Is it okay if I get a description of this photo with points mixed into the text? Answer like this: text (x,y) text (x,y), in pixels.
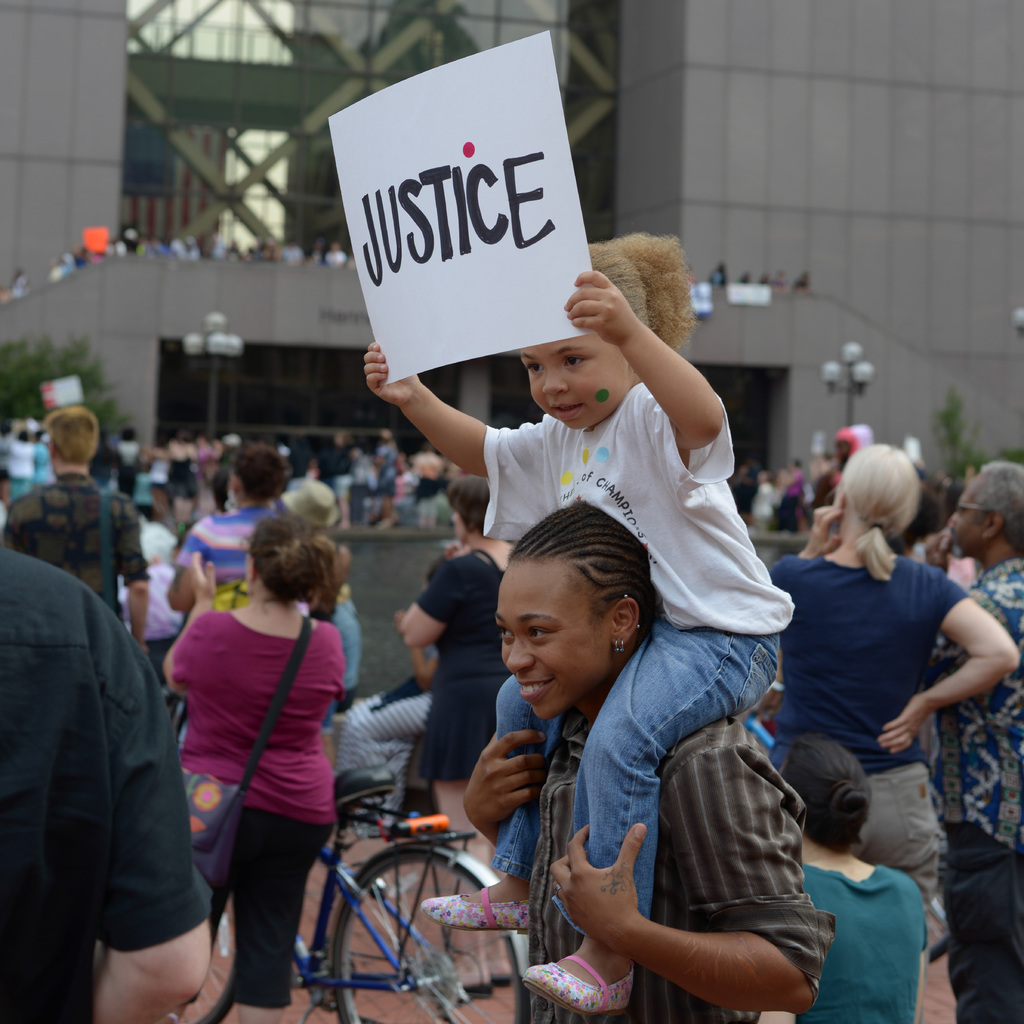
In this picture we can see a group of people (968,617), bicycle (468,856), bottle (423,816), bag (210,828) and a girl (705,591) holding a poster (506,210). In the background (187,358) we can see a building (187,358), light poles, trees (31,393) and some objects (704,311).
